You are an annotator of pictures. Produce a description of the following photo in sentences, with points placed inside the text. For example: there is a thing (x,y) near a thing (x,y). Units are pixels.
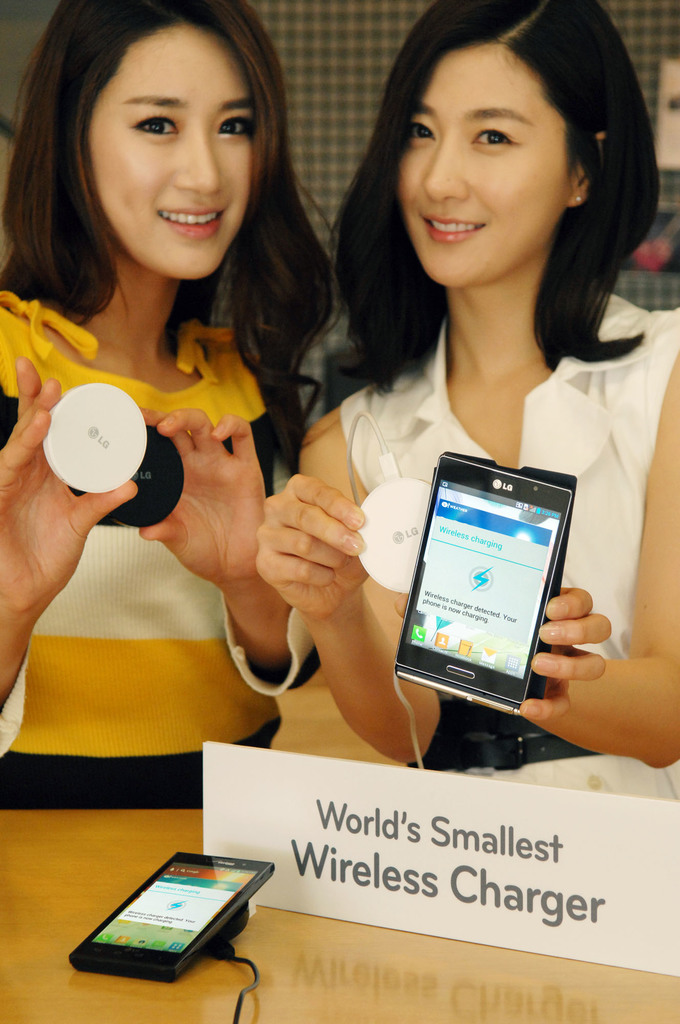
In this picture there are two ladies (208,261), one of them is holding a white color lg circular disc (125,423) and the other lady (445,426) is holding a mobile phone (469,506) with one of her hand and lg circular disc (405,494) in other hand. There is also a small label (282,825) attached to the table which is Worlds smallest wireless charger, and also a mobile phone (199,902) with wireless charger (244,928) is kept on top of the table (87,982).
